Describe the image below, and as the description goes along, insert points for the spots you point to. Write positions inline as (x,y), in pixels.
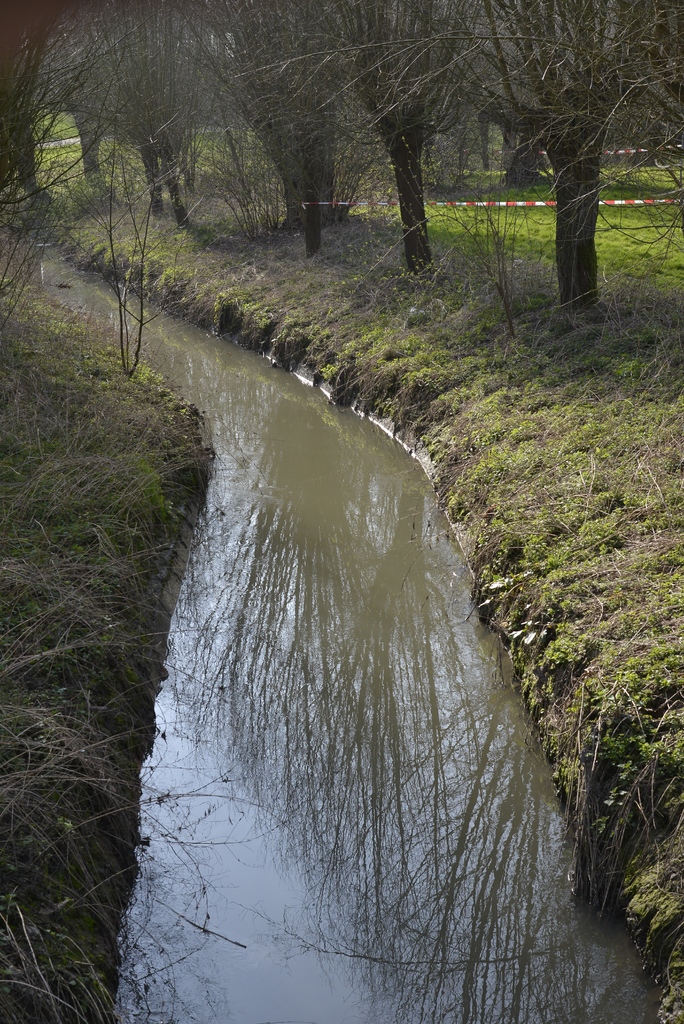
In the image there is a ditch (310,393) and around the ditch (284,408) there is grass (233,258) and trees (277,171).
